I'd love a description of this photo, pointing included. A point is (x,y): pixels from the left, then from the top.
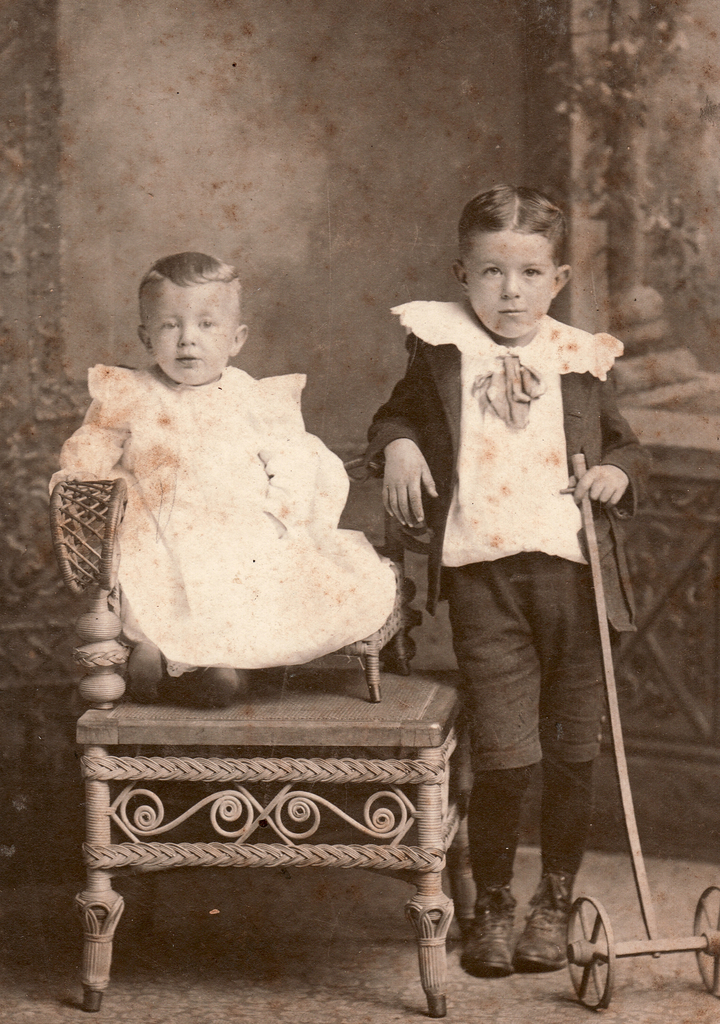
This is a black and white image and here we can see kids (440,523), one of them is sitting on the chair (291,764) and the other is holding an object (640,947).
